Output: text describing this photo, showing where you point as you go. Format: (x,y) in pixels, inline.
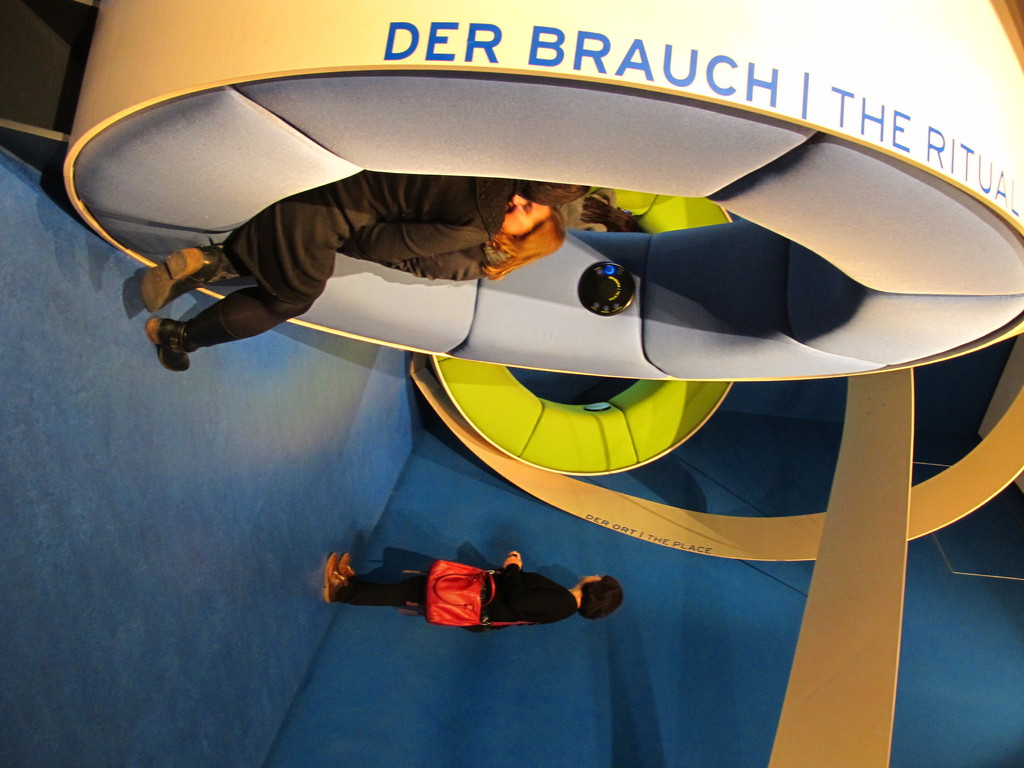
In this image I can see two persons (448,259) are sitting on some object (485,176). The person (543,617) is standing and wearing bag (456,594). I can see a blue color floor (338,495).
